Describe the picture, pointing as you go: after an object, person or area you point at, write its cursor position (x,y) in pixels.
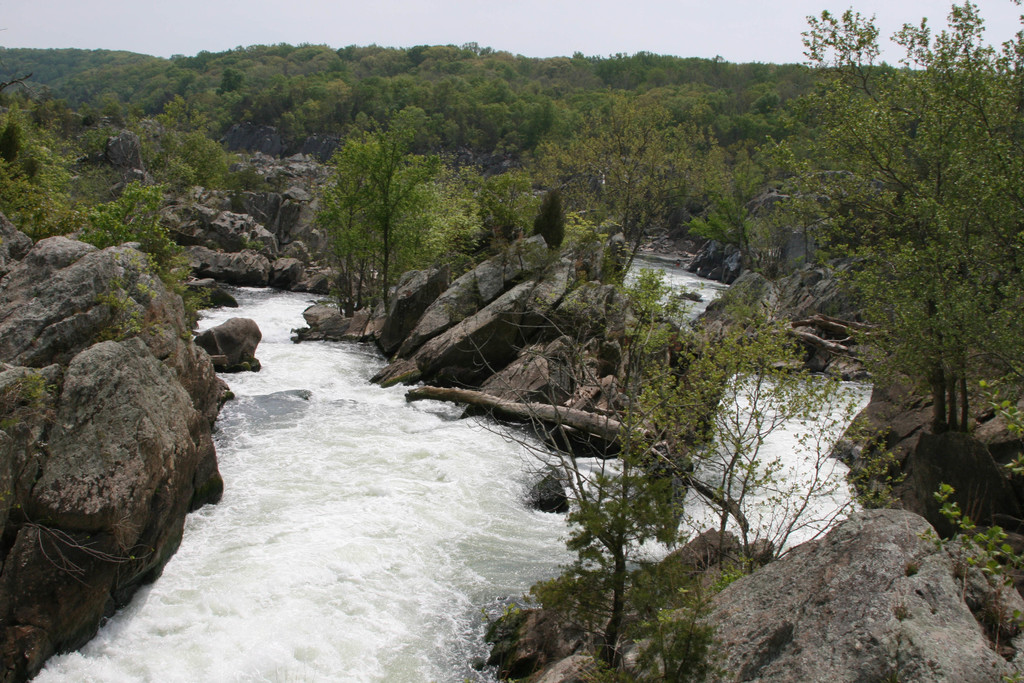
In this picture we can observe a river (477,461) flowing. There are some big stones (500,349). We can observe a forest (311,91). In the background (73,18) there is a sky (601,30).
